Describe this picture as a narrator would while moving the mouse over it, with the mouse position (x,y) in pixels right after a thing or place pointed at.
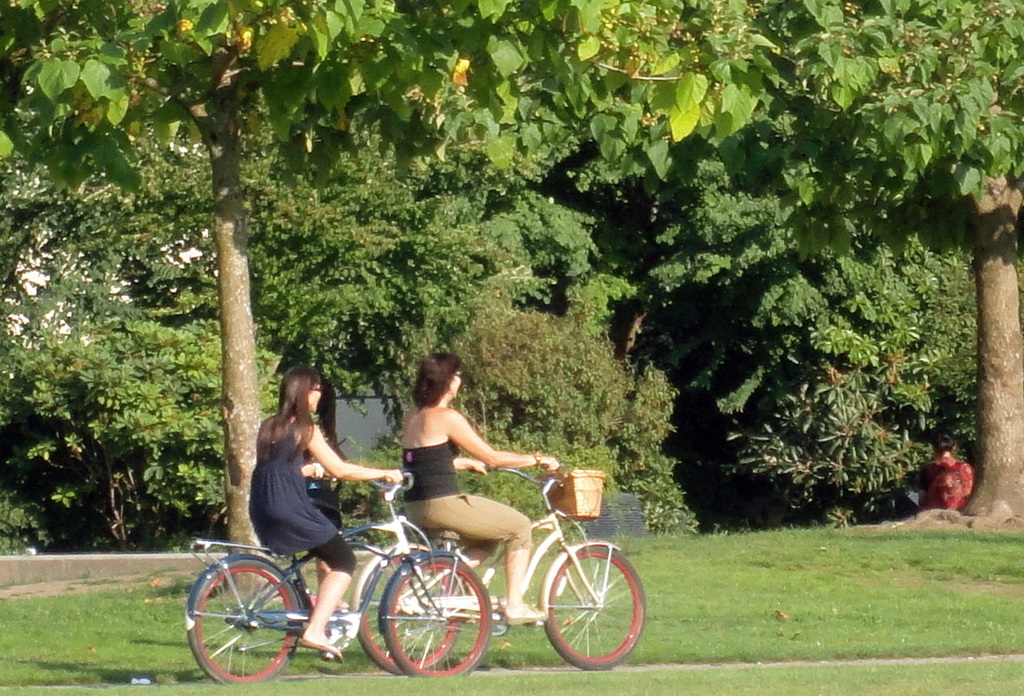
In this picture we can see two women (310,634) riding bicycles (418,594) on a fresh green grass (880,591). These are trees (732,278).
